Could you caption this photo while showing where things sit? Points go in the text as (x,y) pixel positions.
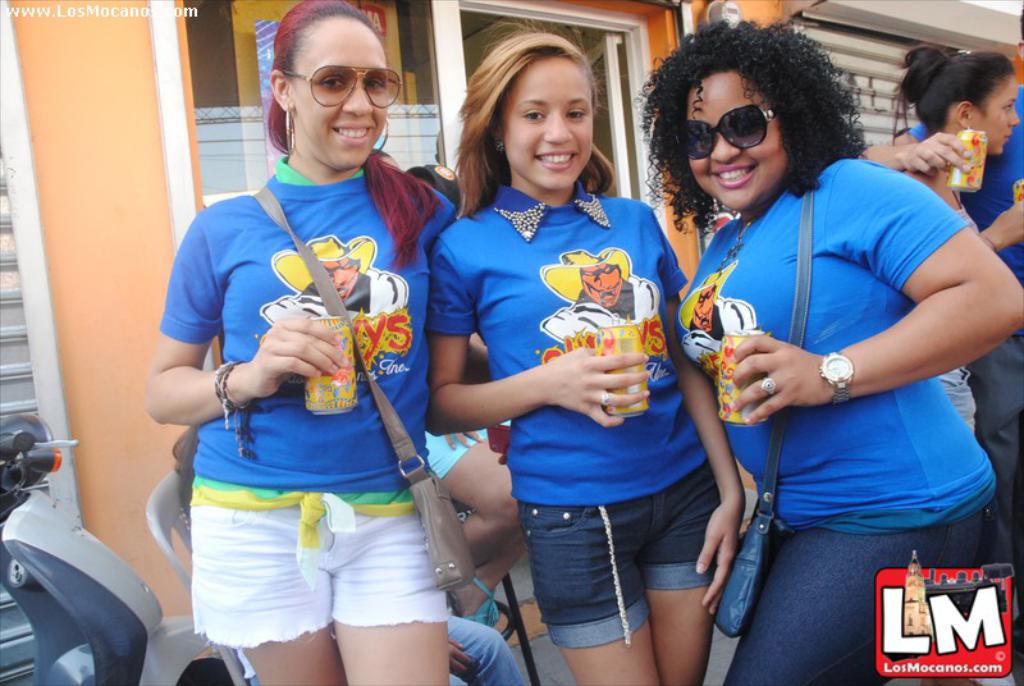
In this image we can see three women (866,213) wearing blue T-shirt (196,313) and holding things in their hands (280,352) and smiling. In the background (50,465), we can see a person (468,482) sitting on the chair (179,561) and a few more people (982,189) standing, here we can see glass windows (216,87), scooter (66,586) and shutter (875,79). Here we can see the watermark (117,16) at the top left side of the image (156,13).
